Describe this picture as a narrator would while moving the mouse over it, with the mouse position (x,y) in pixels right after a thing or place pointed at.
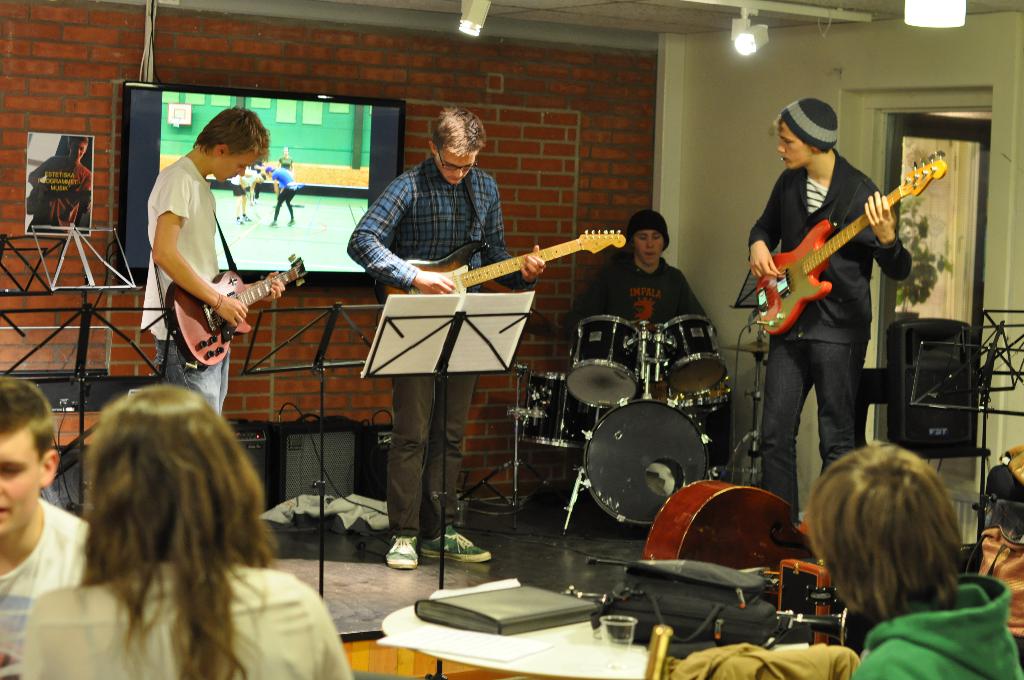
These three persons (375,231) standing and holding guitar (595,247). This person (649,259) sitting and playing musical instrument (666,354). These persons (22,474) sitting. We can see glass (605,624), book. This is floor (389,577). On the background (379,62) we can see wall (343,73). television (242,187).
